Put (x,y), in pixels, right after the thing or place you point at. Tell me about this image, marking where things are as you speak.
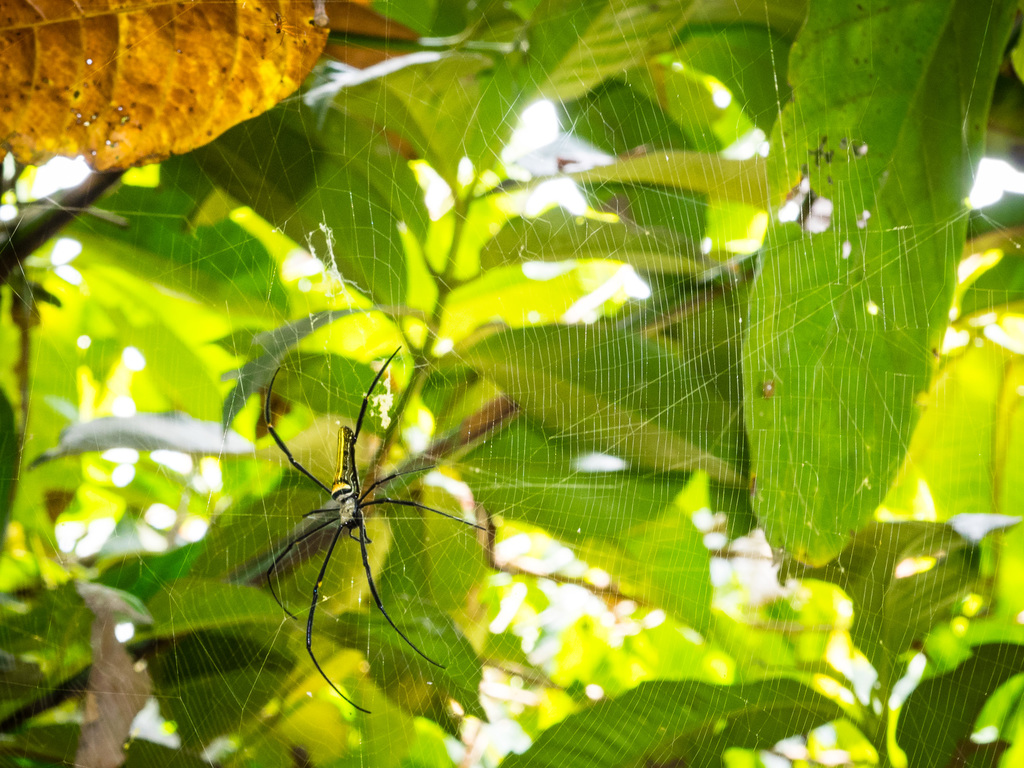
In this image we can see a tree (630,541). There is a spider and spider web (510,558) on the tree (473,450) in the image.
